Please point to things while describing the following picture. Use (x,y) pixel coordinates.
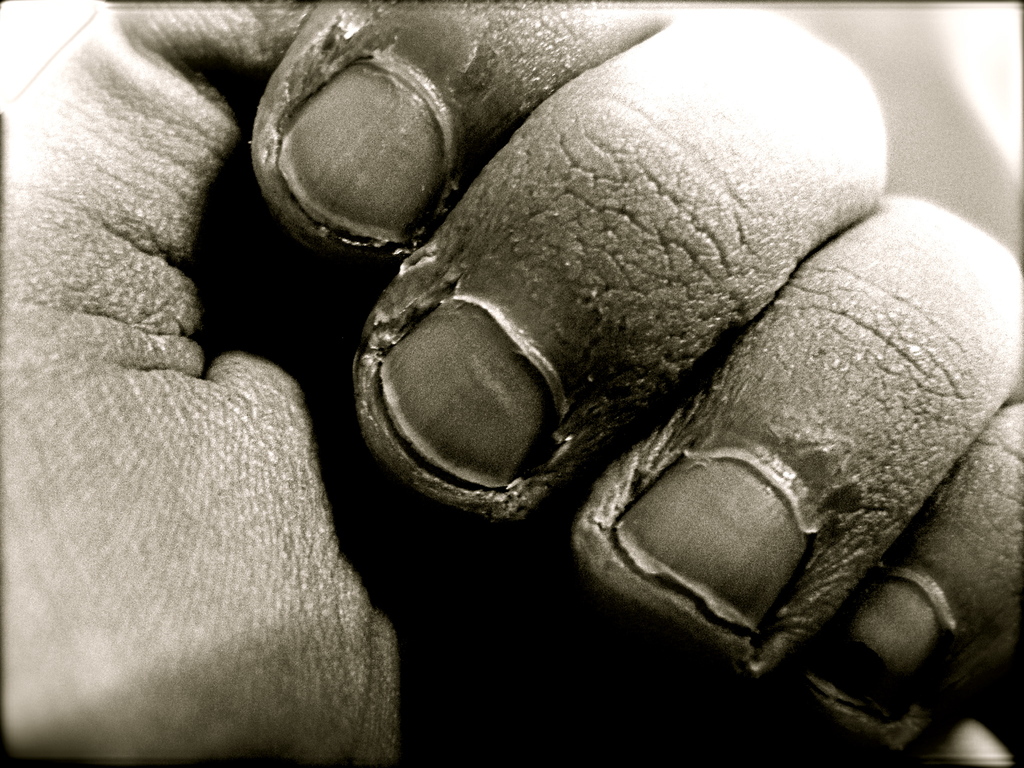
In this image there is one person's hand (447,172) is visible.
